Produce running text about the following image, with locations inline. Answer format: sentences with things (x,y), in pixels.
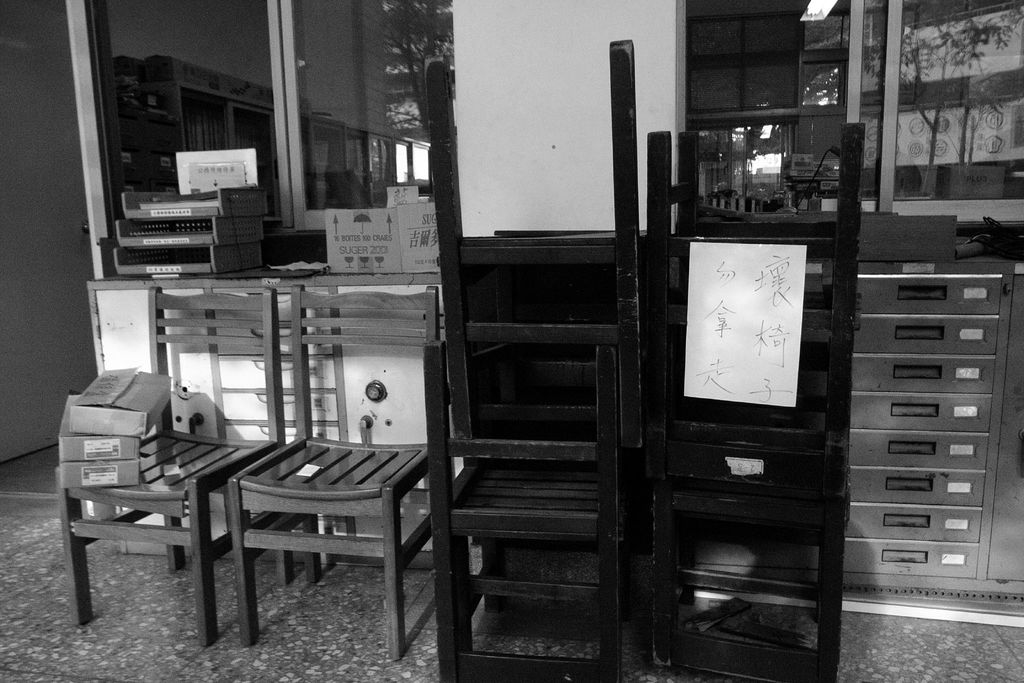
This picture is clicked inside. In the foreground (378,488) we can see the wooden chairs (527,391) and there are some boxes (246,215) and some other items (1005,229) placed on the top of the cabinet (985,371). In the background (465,66) we can see the wall (675,93) and the windows (768,121) and many other objects (984,230).
